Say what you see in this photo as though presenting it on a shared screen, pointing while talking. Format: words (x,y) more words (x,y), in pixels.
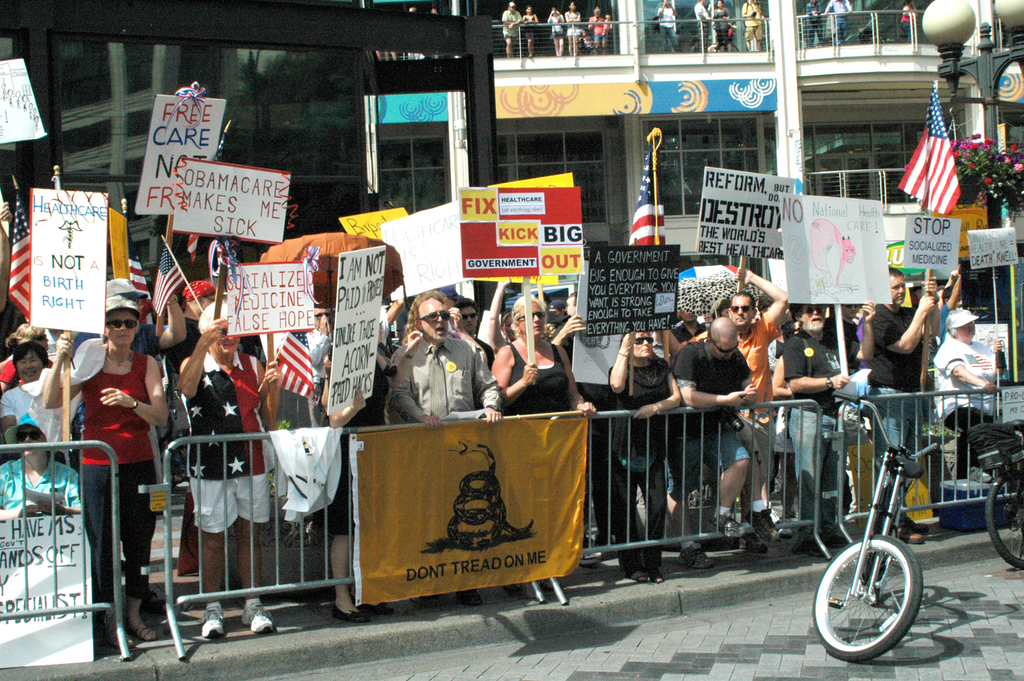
In the image in the center (540,359), we can see a few people (173,318) are standing and they are holding banners (383,285). And we can see the fences (231,550) and cycles (833,568). In the background (617,137), we can see buildings (773,168), trees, flags (927,141), poles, pillars (785,164), fences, banners (698,111), sign boards (754,111) and few people (559,38) are standing.
